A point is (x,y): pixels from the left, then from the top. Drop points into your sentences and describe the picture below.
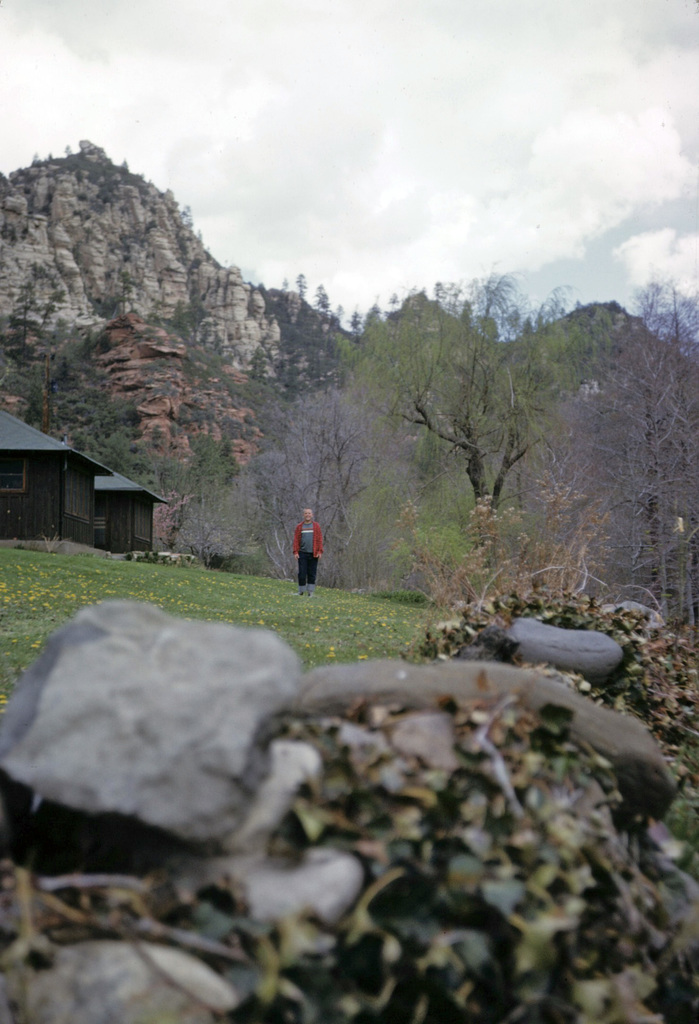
In this picture I can see a person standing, there are houses (43,493), plants (696,708), grass (248,586), rocks (192,648), trees (364,428), hills (128,274), and in the background (526,280) there is sky (464,214).
